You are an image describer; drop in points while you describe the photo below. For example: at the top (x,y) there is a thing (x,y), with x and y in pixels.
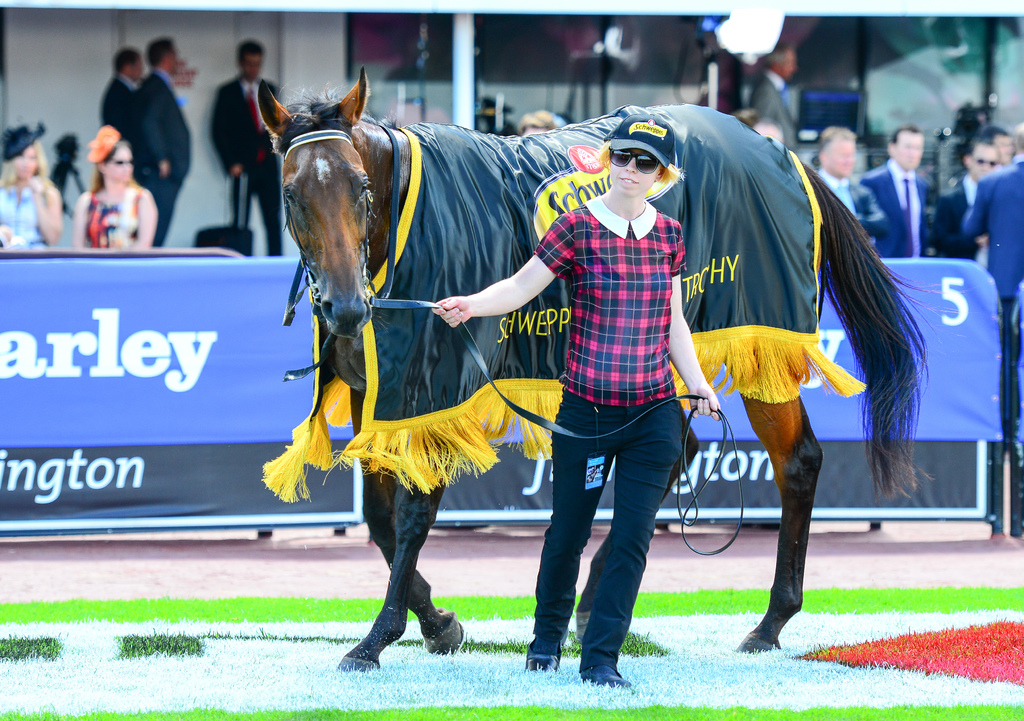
In the middle of the image (509,289) there is a horse (543,313) and there is a person (623,576) holding a rope (383,306) tied around the neck (371,123) of the horse (332,169). In the background (205,368) there are a few boards (930,414) with text (145,355) on them. A few people (256,169) are standing and a few are sitting. There are a few pillars (461,72) and there is a wall (132,29).
